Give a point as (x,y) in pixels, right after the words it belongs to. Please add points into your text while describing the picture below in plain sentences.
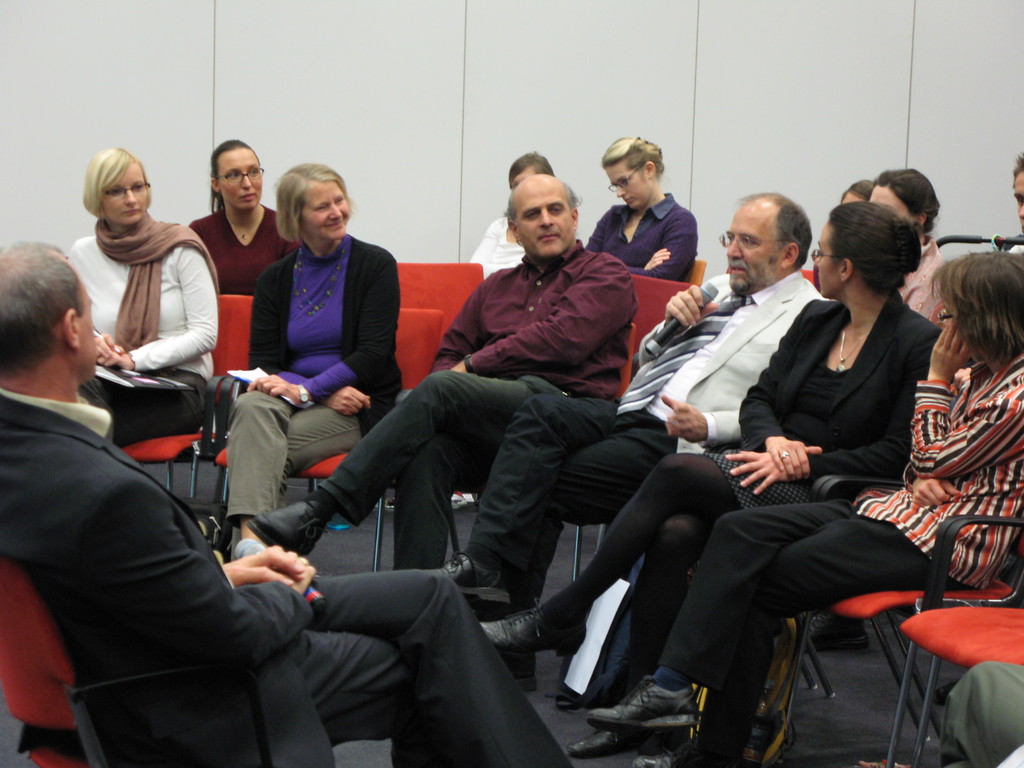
In this image there are persons (327,376) sitting on the chair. In the center (649,375) there is a person (674,376) sitting on the chair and holding a mic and speaking, there are empty chairs (424,324). In the background (504,73) there is a wall (578,72) which is white in colour.
